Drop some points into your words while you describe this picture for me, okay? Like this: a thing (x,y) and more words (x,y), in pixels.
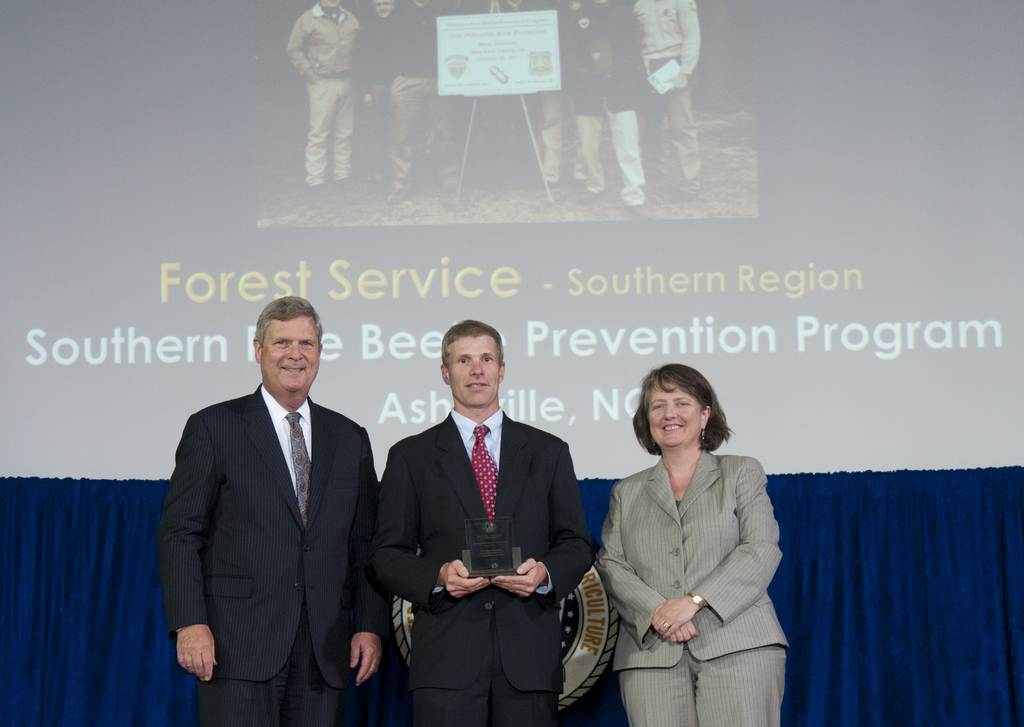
In this picture there are two men (386,534) wearing black color coat (475,635), smiling and giving a pose into the camera. Beside there is a woman (621,662) wearing grey color coat (731,573) standing and giving a pose. Behind there is a projector screen (514,400) and blue curtain (70,572).
